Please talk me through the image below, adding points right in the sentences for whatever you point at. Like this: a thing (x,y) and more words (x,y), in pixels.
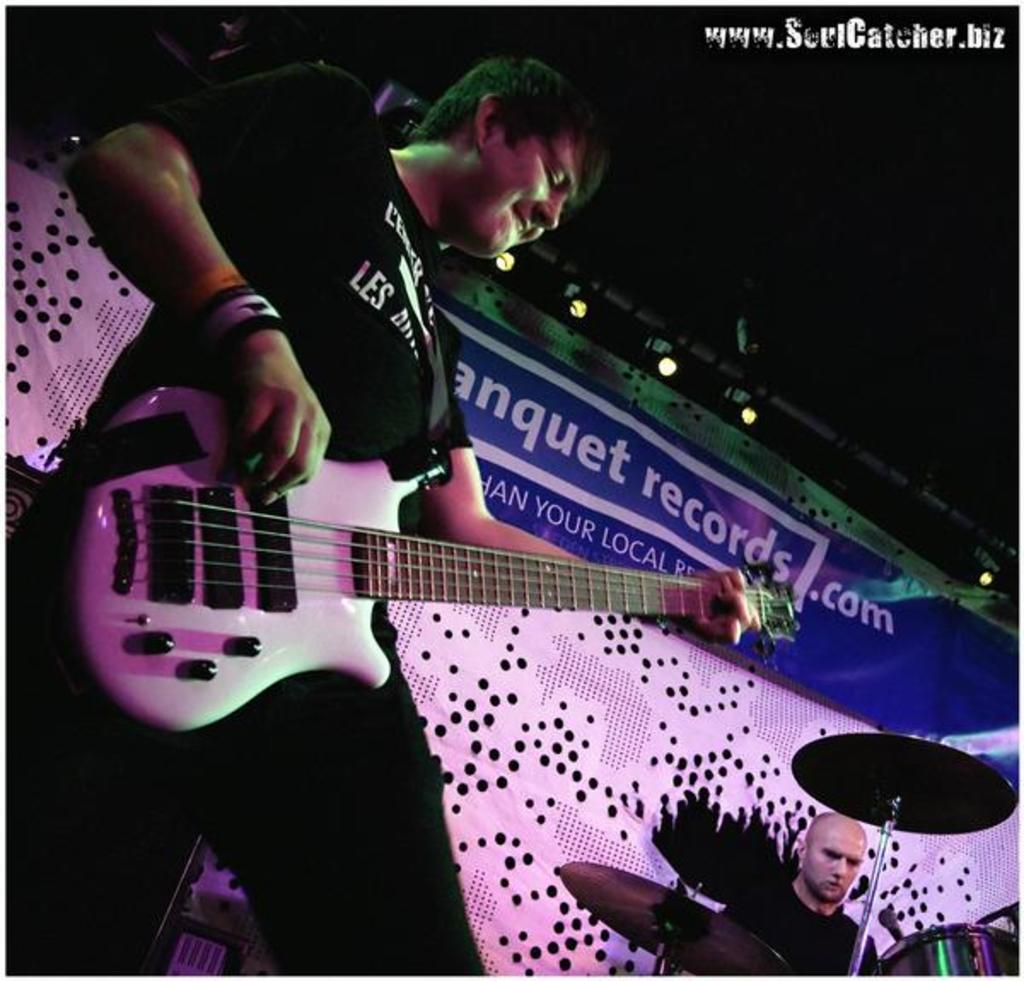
There is a person (485,164) in black color t-shirt (345,208) smiling, holding a guitar (198,531) and playing and standing on a stage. On which, there is another person (855,832) who is playing drums (1013,923). In the background (909,627), there is a blue color banner (613,434) which is on a curtain (508,877) and there are lights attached to the roof (973,547). In the right top corner (983,47), there is a watermark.
